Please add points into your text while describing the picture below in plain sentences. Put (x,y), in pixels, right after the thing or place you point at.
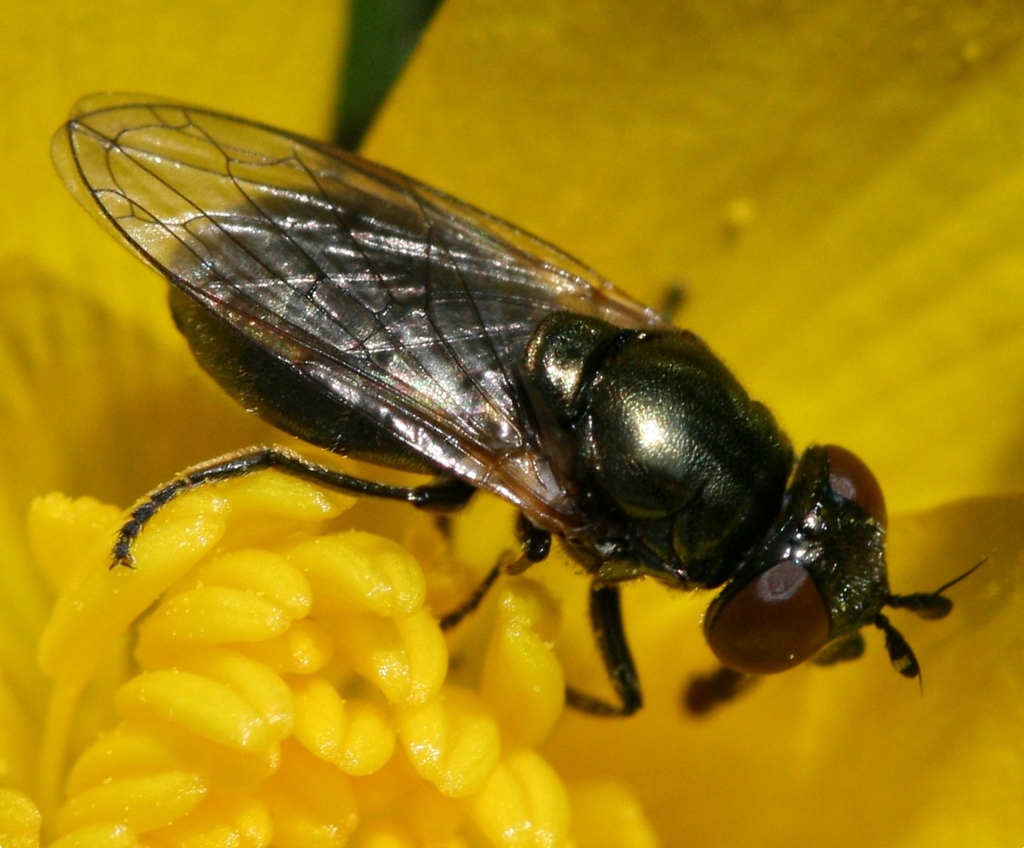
In the picture there is an insect (286,353) laying on a flower (204,642), it is of black color.
